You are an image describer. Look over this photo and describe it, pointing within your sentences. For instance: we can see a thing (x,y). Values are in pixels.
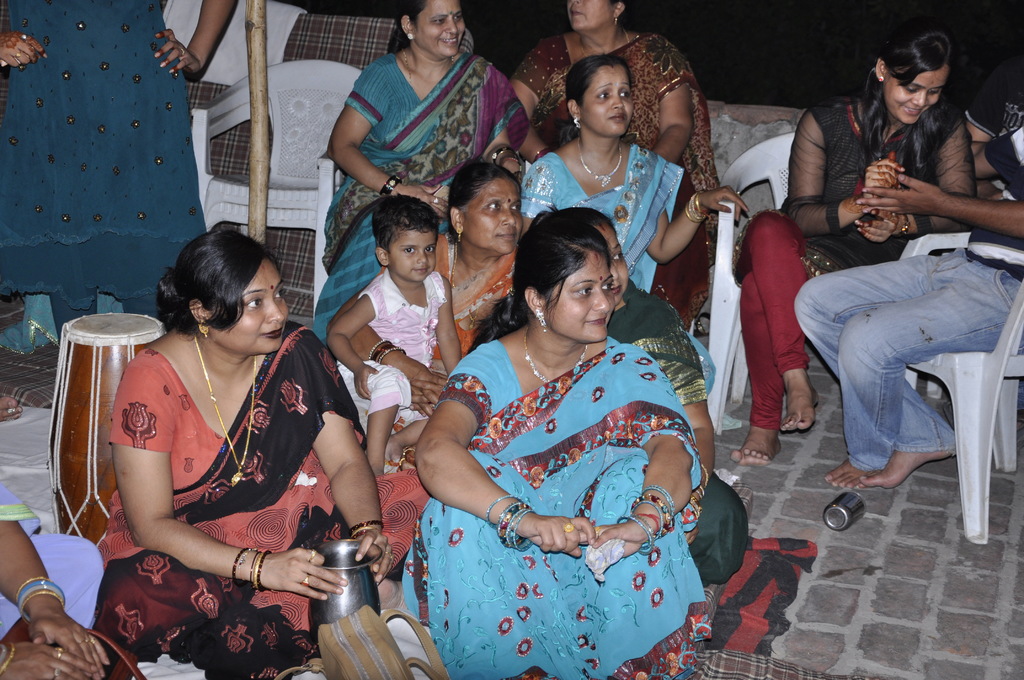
In this picture there are several peoples (480,348) sitting on chairs (335,172) and floor (814,467), a musical instrument (101,408) is to the left of the image (97,419).
